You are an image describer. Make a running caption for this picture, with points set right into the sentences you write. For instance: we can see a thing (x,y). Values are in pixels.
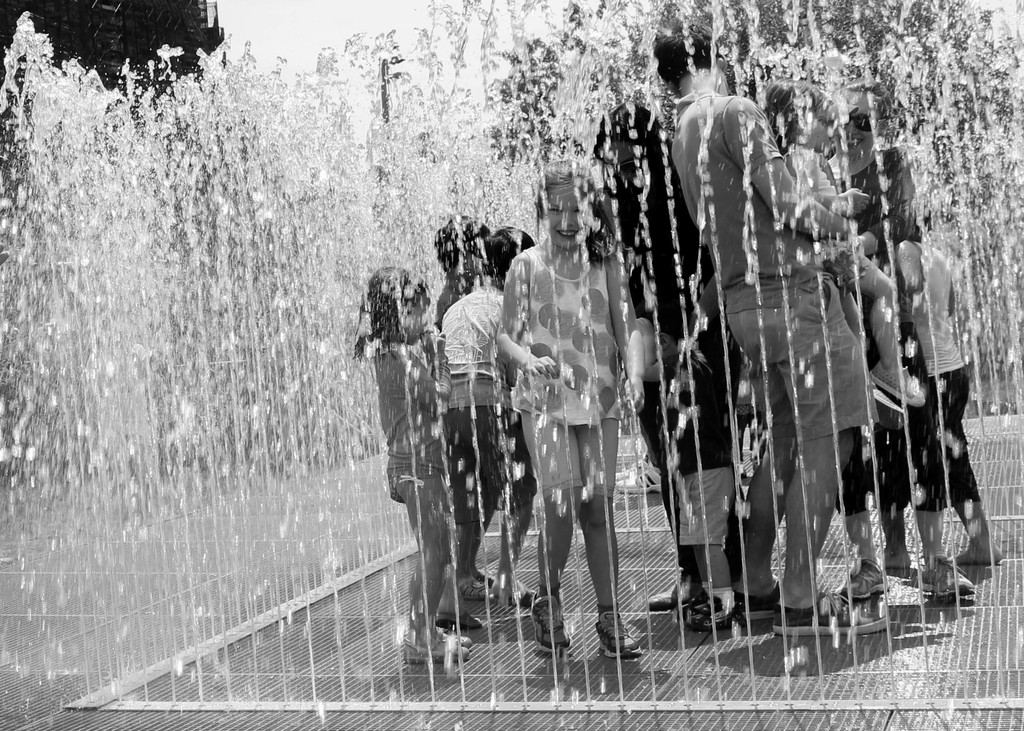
This is a black and white picture. In this picture we can see the people (681,390) on the floor (386,585) and we can see the water (115,285).
